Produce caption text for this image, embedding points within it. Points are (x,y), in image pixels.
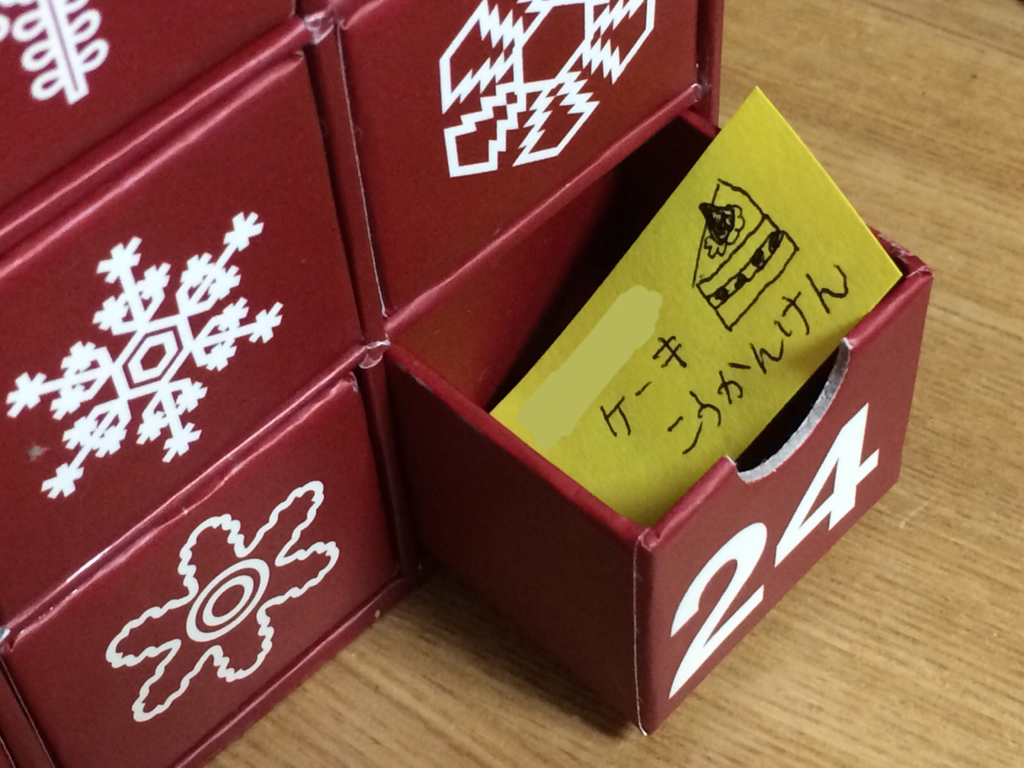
In this picture, there are cabinets (228,381) which are in red in color with the patterns (504,111). In one of the cabinet shelf (692,584), there is a card (763,336) with some text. At the bottom (483,673), there is a floor (829,703).
